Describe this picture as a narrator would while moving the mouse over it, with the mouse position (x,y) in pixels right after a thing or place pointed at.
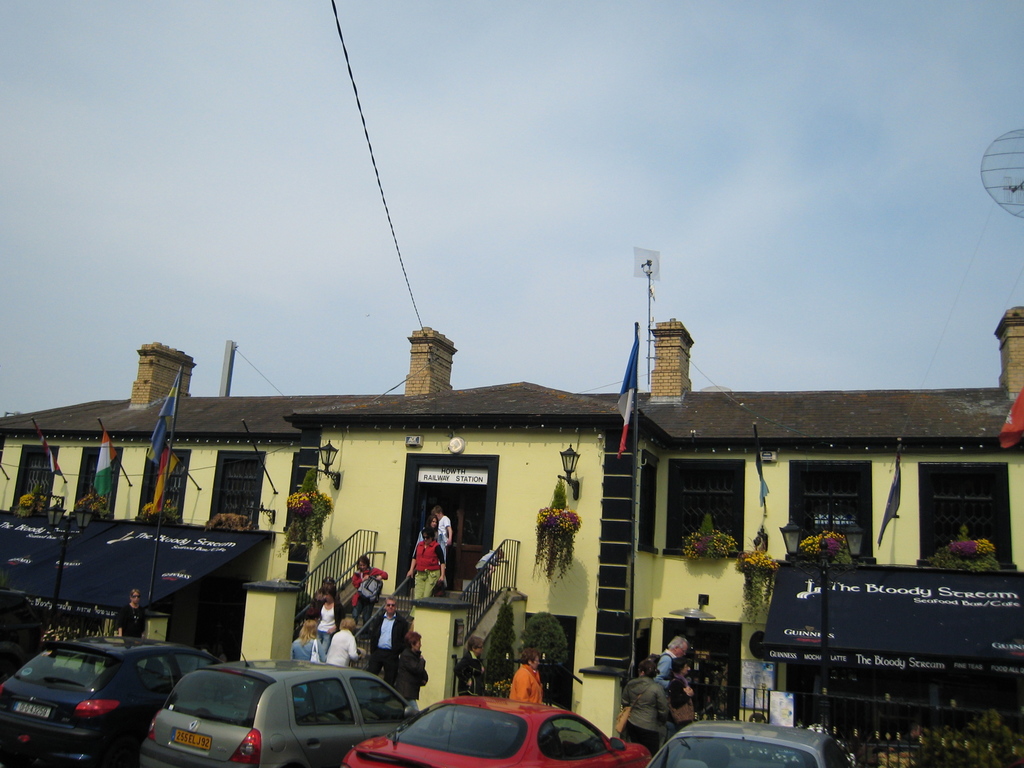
In the picture I can see these cars (198,715) are parked here, we can see a few people (390,679) walking on the road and a few people (445,573) getting down the steps (490,607), we can see tents (966,598), light poles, flags (153,451), house (381,562), wires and the cloudy sky (610,263) in the background (825,167).
